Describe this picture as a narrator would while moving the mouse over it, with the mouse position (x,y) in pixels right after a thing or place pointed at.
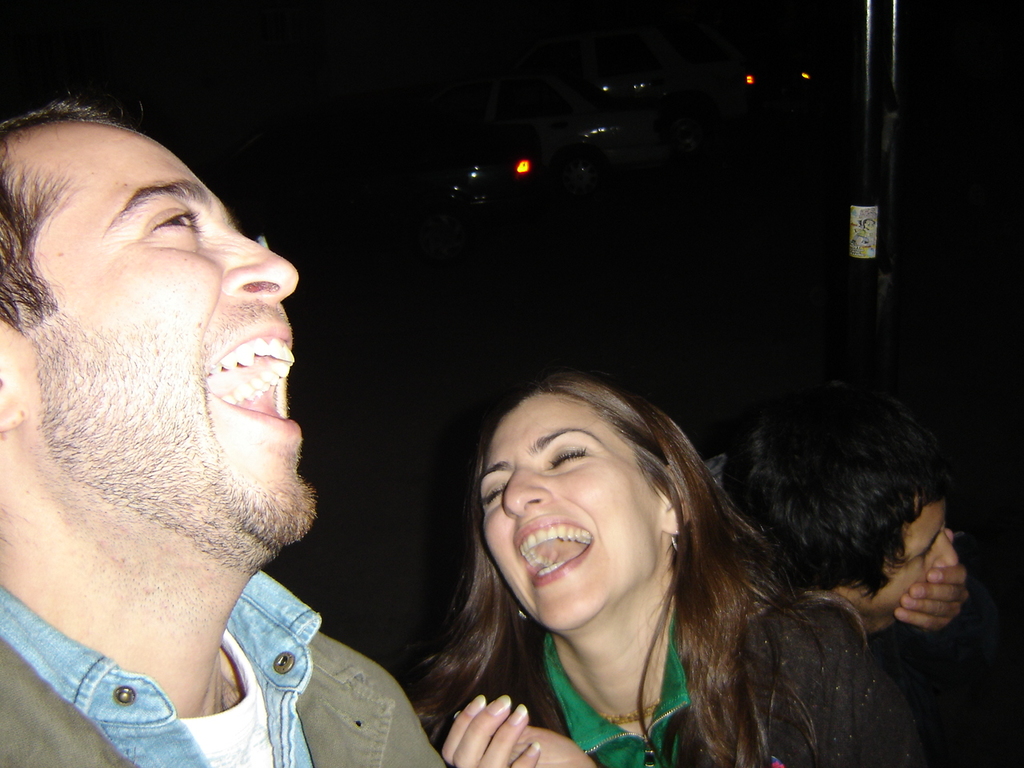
In this image, we can see people (295,421) laughing and in the background (880,182), there is a pole (866,202) and we can see vehicles (615,94).
